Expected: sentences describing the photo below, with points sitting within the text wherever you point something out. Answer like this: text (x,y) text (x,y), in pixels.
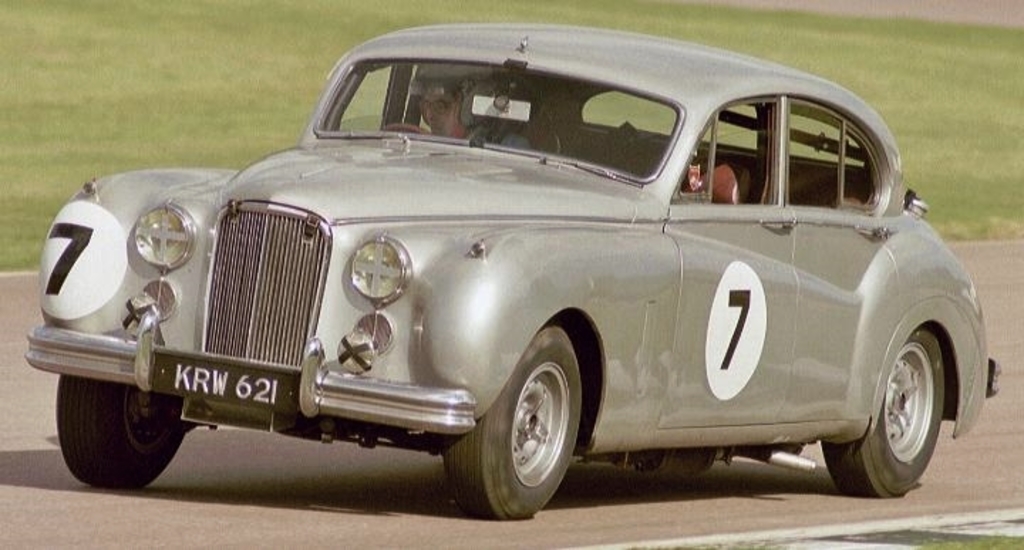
In this image, we can see person (458,132) inside the car (503,167). In the background (191,167), image is blurred.
